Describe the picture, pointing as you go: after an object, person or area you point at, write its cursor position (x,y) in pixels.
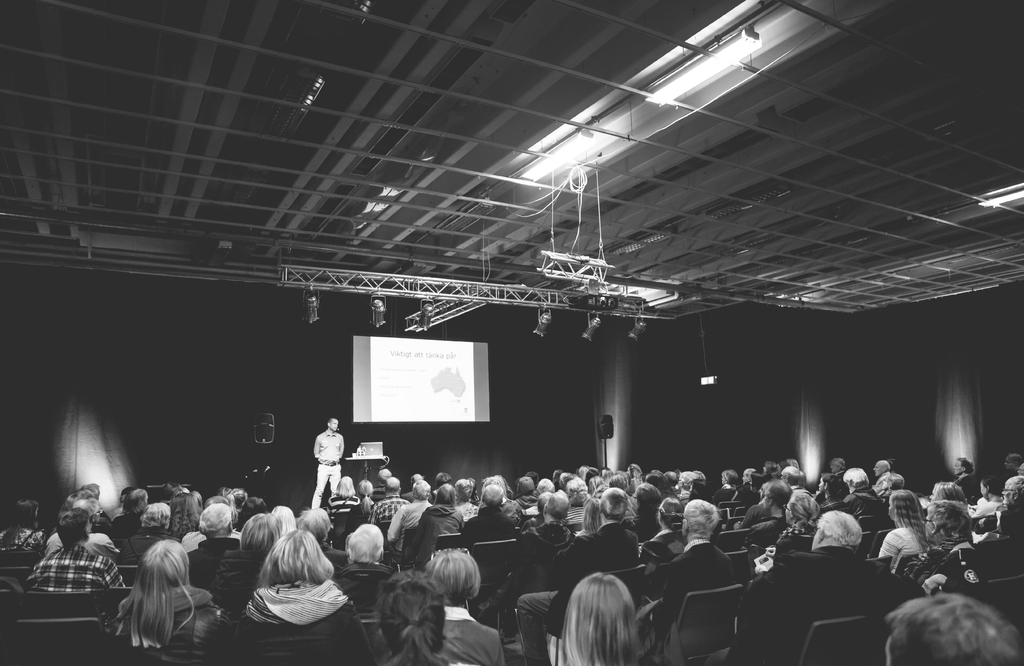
In this image in a big hall (187,476) there are many people (575,537) sitting on chairs (404,526). On the stage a person (336,444) is standing behind him there is a screen (379,380). This is a table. This is a speaker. At the top (659,87) there are lights (671,83). This is the roof (486,117).
